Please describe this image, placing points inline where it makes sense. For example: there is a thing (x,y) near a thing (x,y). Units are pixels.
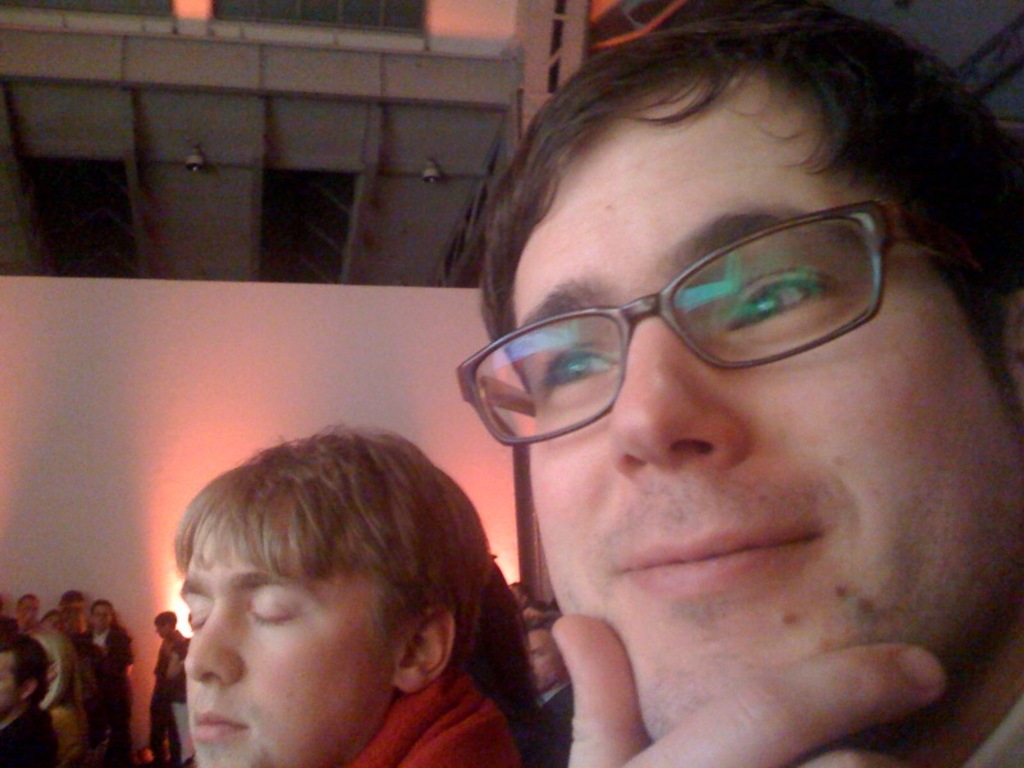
In this image there are group of persons (471,676), there is a wall (280,406) behind the persons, there is a roof (312,149) towards the top of the image (453,54), there are objects (198,166) on the roof (318,164).
